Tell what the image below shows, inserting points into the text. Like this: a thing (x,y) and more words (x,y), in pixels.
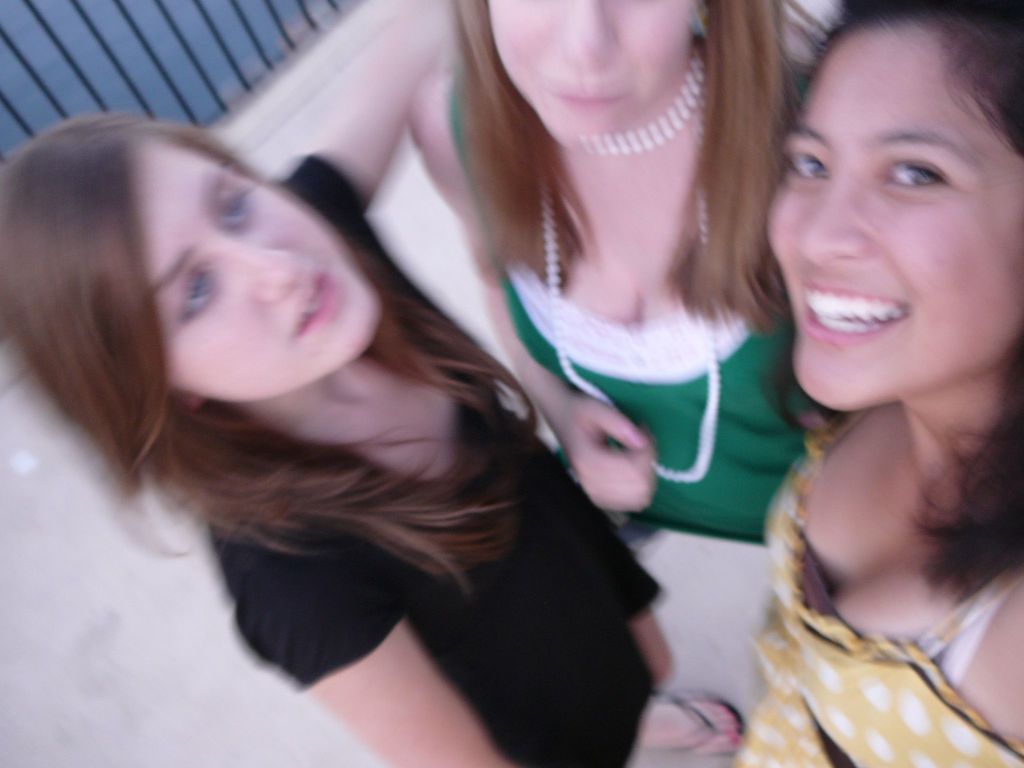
In this picture we can see three women (869,612), one woman (876,625) is smiling and in the background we can see a fence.
